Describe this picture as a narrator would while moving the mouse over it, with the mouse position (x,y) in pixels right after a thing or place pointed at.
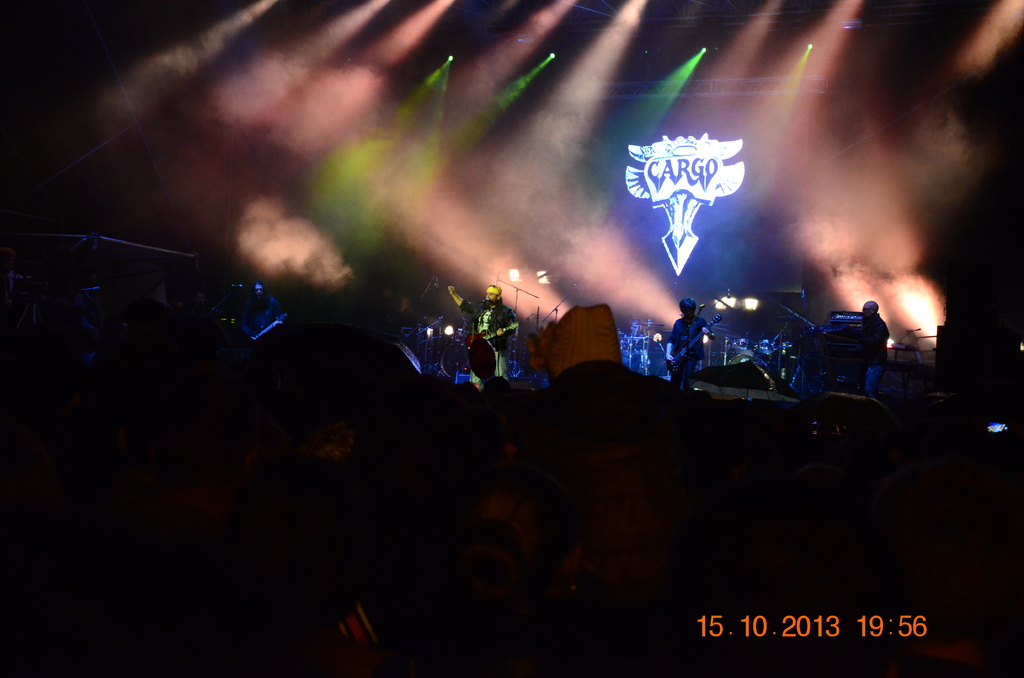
In the image there are few persons (454,297) playing guitar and music instrument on the stage (638,345) and behind there is a banner (658,181) and above there are lights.
